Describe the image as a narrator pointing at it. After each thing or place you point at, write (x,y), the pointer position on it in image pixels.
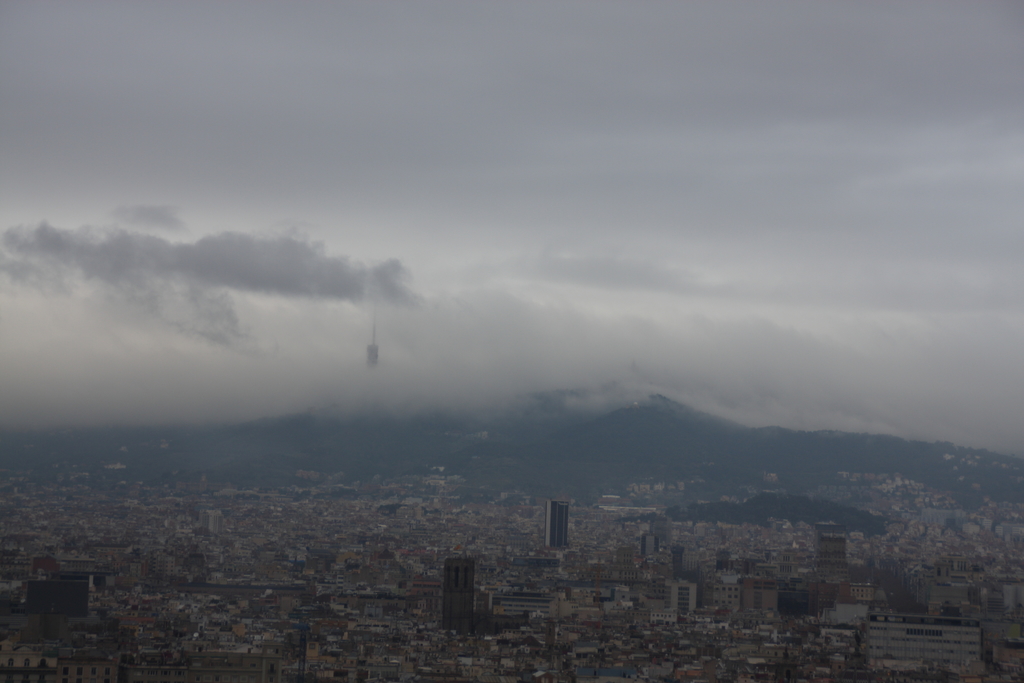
This image is taken from the top where we can see the city (484,653), which includes buildings (579,543), mountain (598,445) and the cloud (522,341).
